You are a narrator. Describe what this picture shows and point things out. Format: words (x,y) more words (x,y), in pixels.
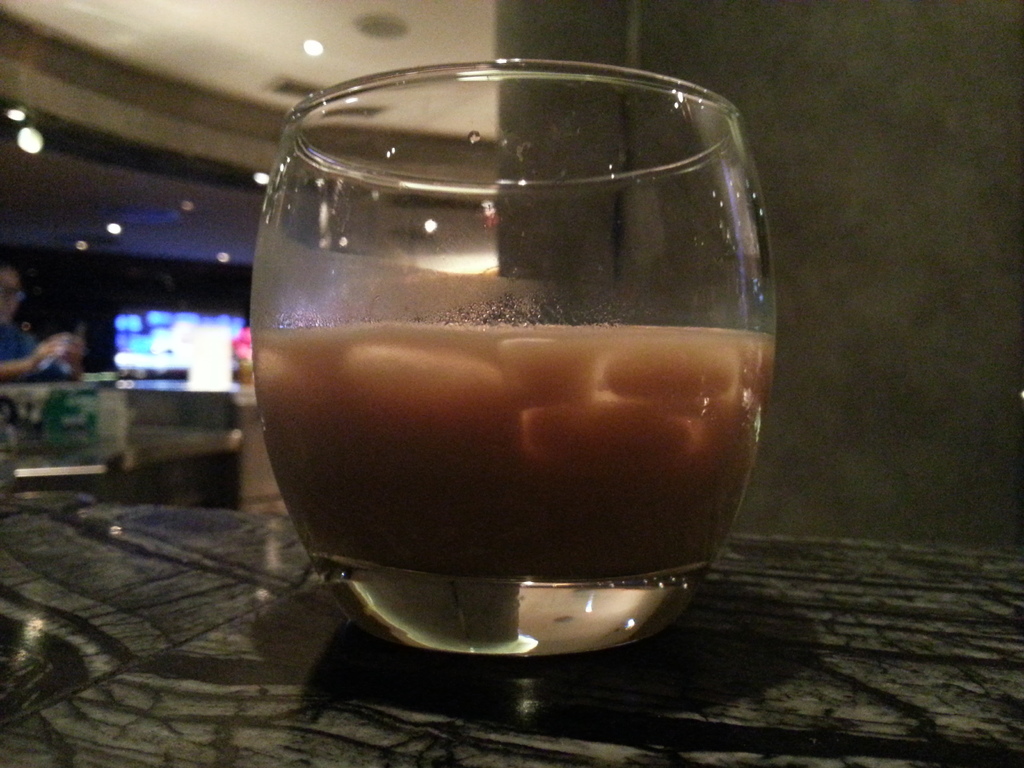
In the picture we can see a glass (349,238) on the table (934,621) with a coffee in it and behind the table (193,710), we can see the wall (833,63) and beside it, we can see a table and near it, we can see a person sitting and in the background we can see the wall (66,327) with a TV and to the ceiling (46,227) we can see some lights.
